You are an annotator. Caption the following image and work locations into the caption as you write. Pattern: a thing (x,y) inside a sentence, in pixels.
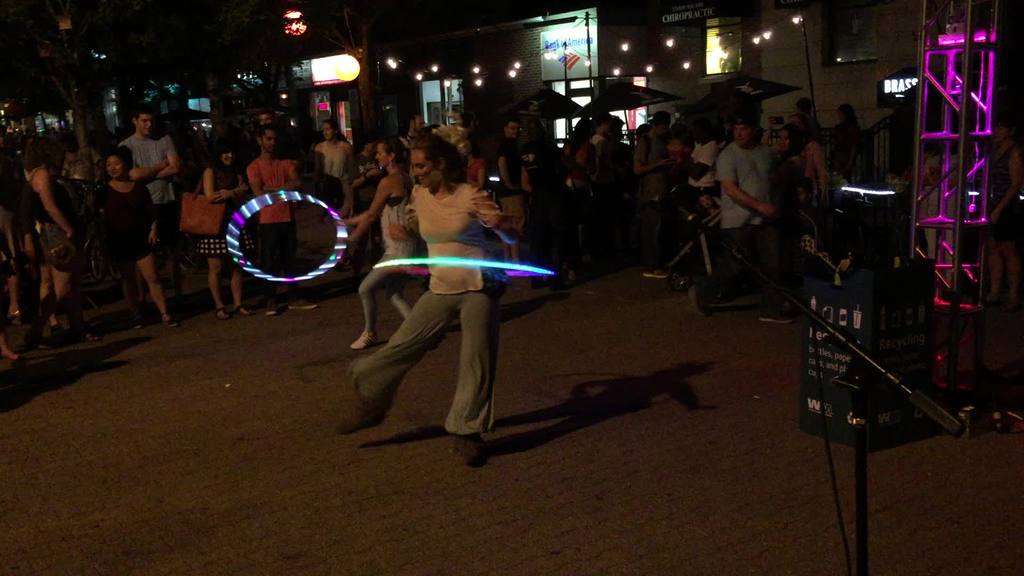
In this picture we can see some people (321,175) standing, there is a woman (401,250) holding a ring (342,241) in the middle (396,236), in the background (632,52) there are buildings (431,54) and trees (200,47), we can see lights (342,56) at the top of the picture (655,43), on the right side (834,339) we can see a microphone (797,300), we can see hoardings (591,56) in the background (576,64).
